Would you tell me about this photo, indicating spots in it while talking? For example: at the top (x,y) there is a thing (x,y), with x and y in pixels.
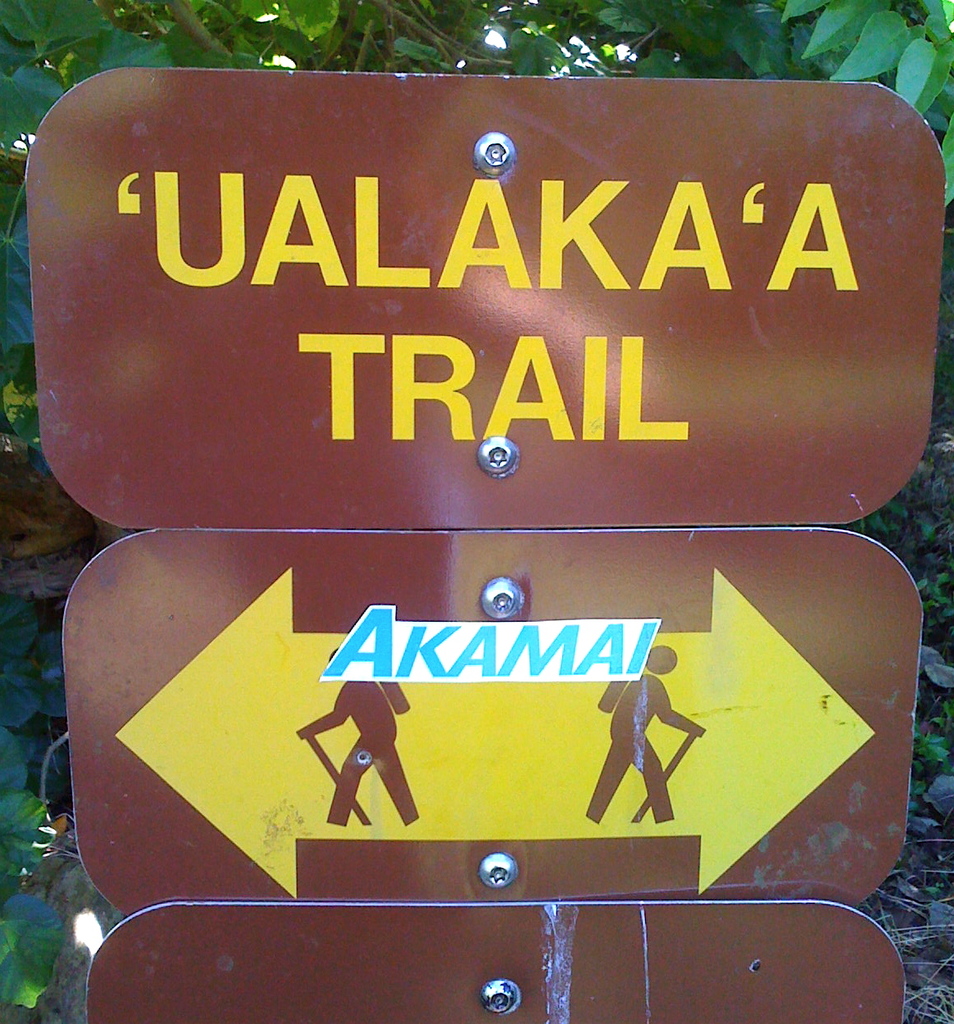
In this picture we can see three boards (549,728) with the screws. On the boards (419,231), it is written something. Behind the boards (279,678), there are trees (57,706).
